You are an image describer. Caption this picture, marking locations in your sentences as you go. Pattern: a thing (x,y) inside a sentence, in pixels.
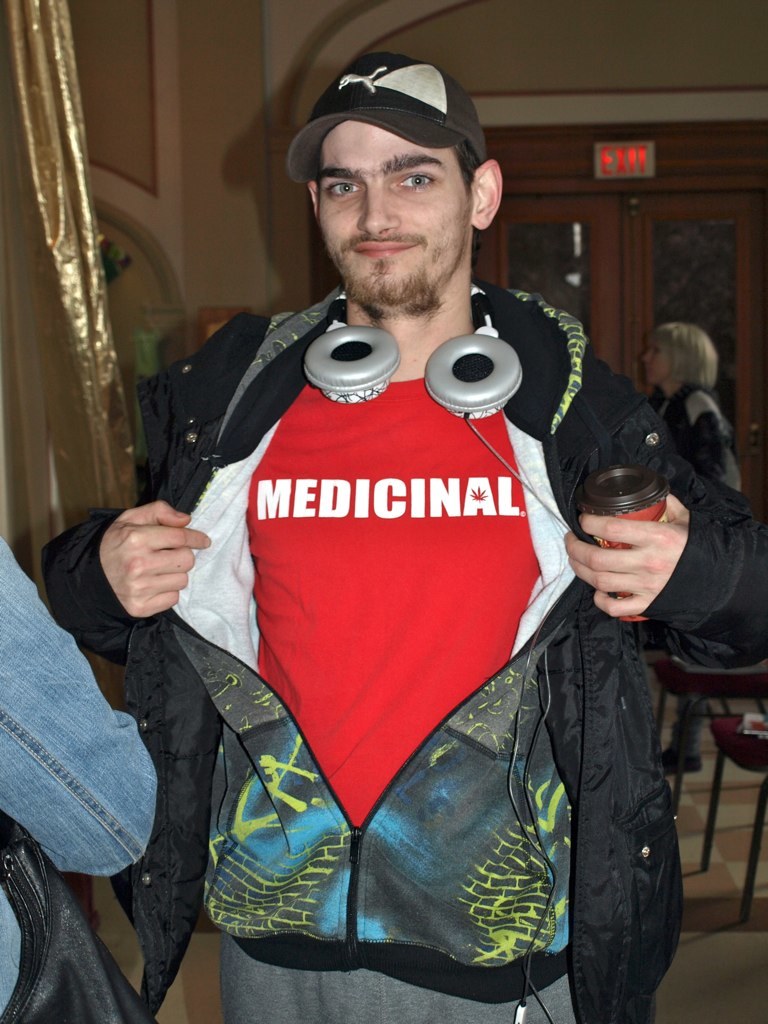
In this image I can see a person (423,330) standing wearing red shirt (373,707), black jacket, black cap (401,104). At the back (649,360) I can see few persons (658,374) standing, at left (89,281) I can see a curtain (67,275) in gold color.
